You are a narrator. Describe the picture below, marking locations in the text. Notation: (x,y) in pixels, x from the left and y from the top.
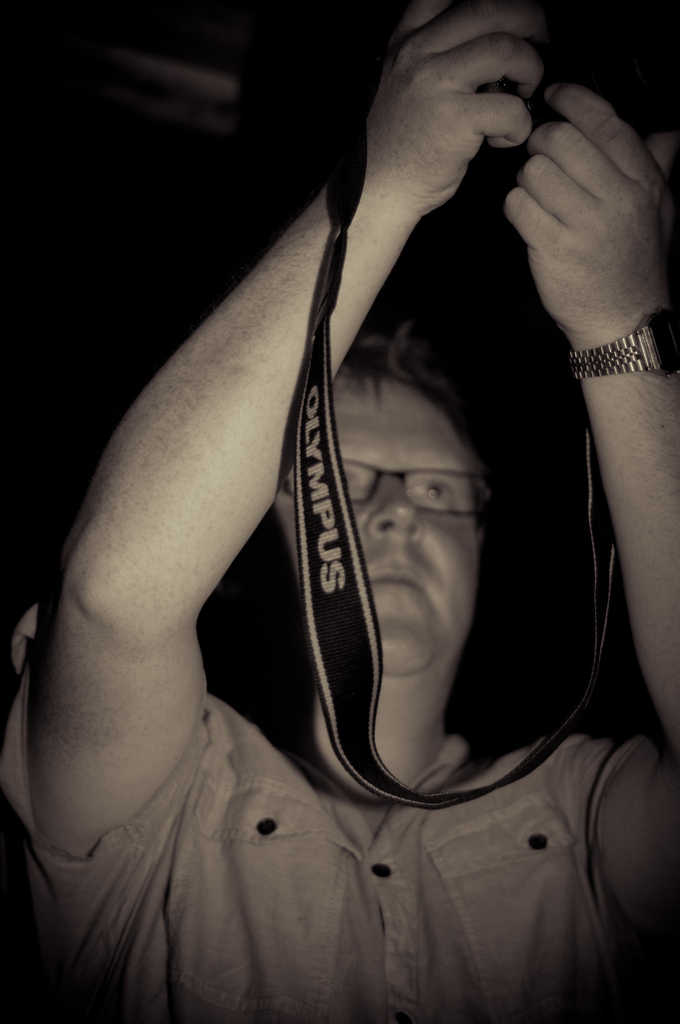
In the center of the image (422,417) we can see a man (440,379). he is holding a camera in his hand (486,131).
